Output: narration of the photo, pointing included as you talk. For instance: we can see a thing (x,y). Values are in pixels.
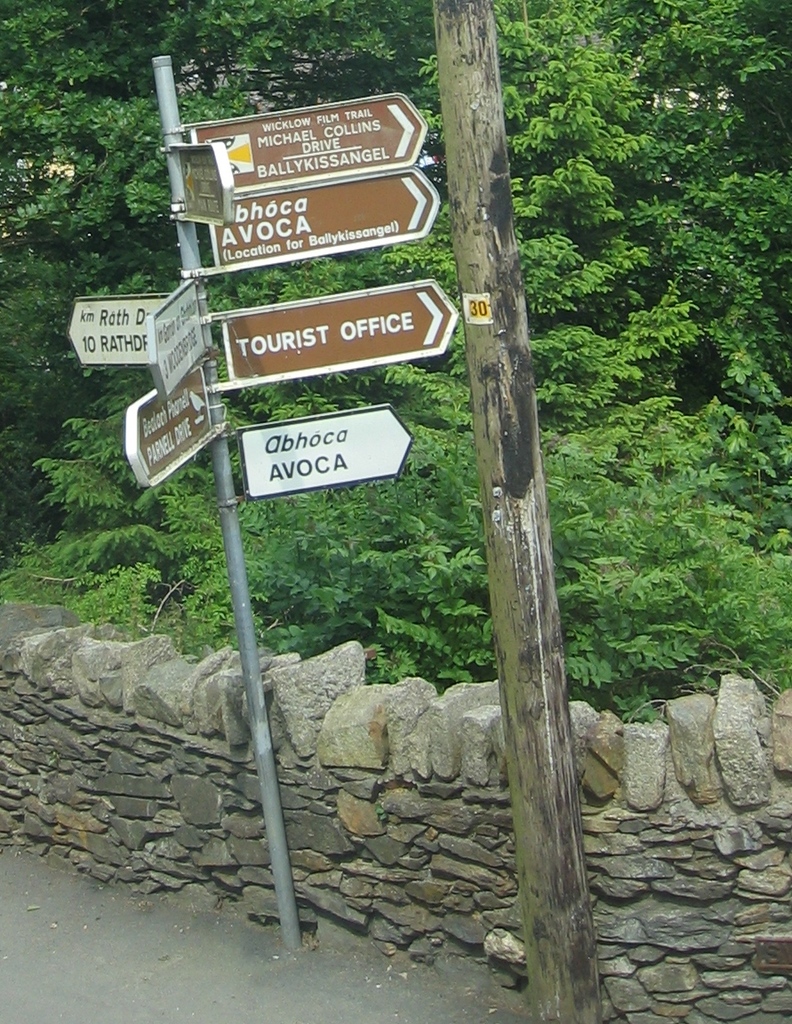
In the center of the image (524,447) we can see the boards (343,356), poles (496,636). At the bottom of the image (396,714) we can see the stone wall (467,811) and road (256,981). In the background of the image (12,90) we can see the trees (372,262).
